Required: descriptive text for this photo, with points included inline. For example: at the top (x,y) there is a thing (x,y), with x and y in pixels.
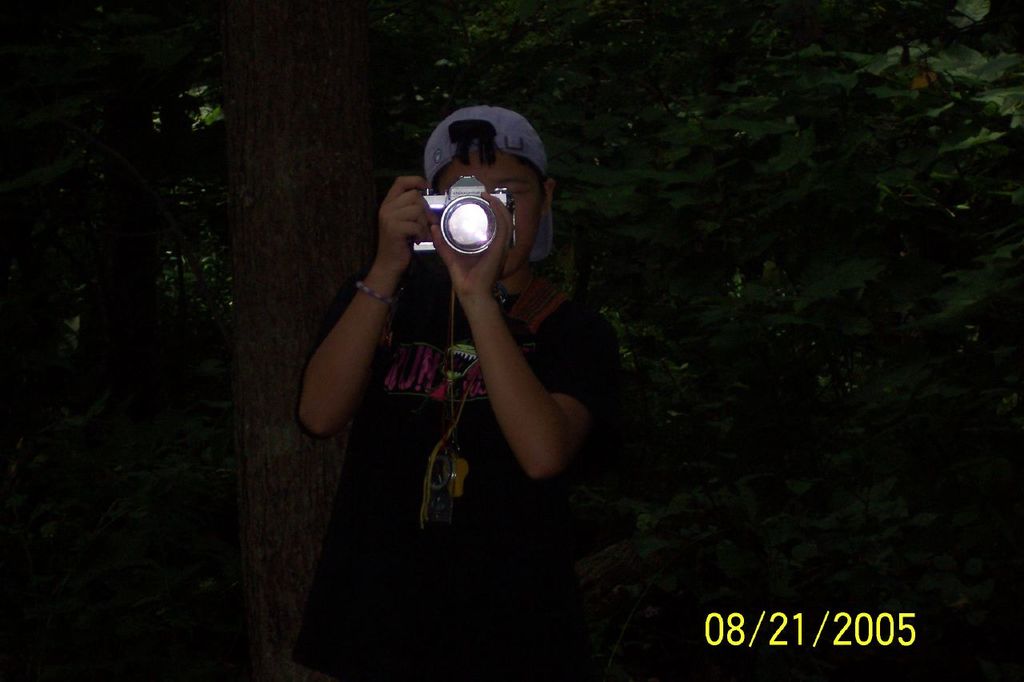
In this image there is a man (474,351) he is holding camera (457,204) in his hand (424,216) and taking a photo, in the background (91,116) there are trees (729,405).
